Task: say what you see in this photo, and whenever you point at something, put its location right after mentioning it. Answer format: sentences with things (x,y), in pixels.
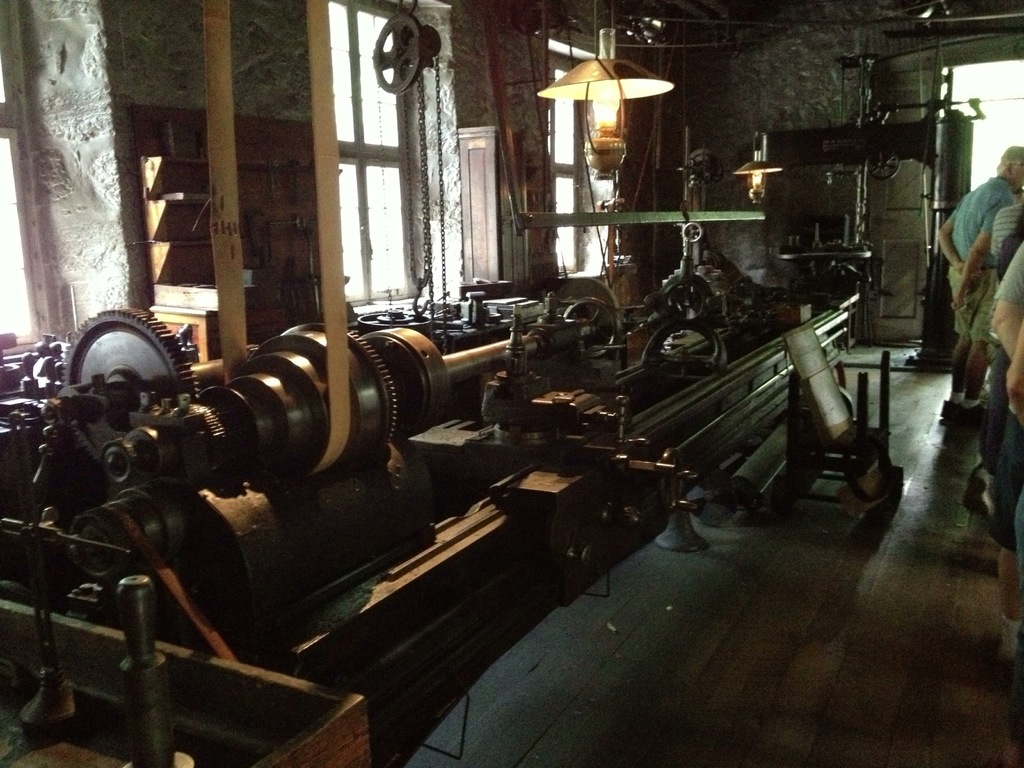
In this image I can see inside view of a room (827,555), in the room (868,239) I can see machines (482,372) and I can see a lamp (620,66) attached to the roof (688,16) and I can see there are few persons (1023,490) standing on the floor (903,643) on the right side (1013,293) and on the left side (7,285) I can see windows (20,258).
